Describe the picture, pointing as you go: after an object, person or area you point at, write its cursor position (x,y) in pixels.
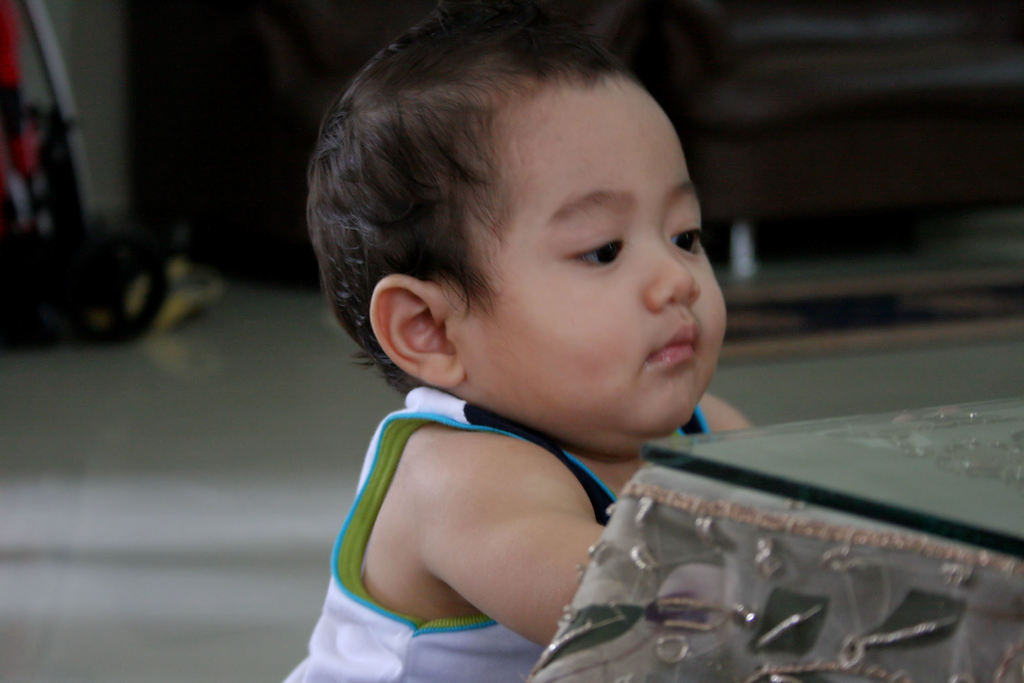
In this picture I can see a kid (656,419) and looks like a baby trolley (97,269) in the back (128,321).
